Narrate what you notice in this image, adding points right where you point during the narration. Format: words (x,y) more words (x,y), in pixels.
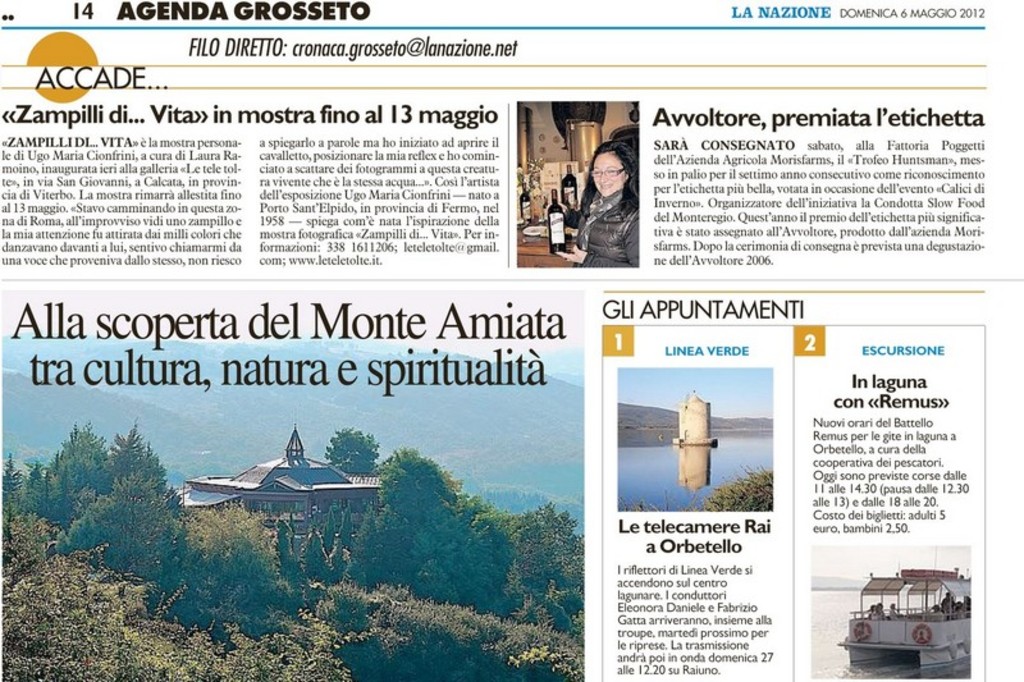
This is a picture of newspaper (342,303). In that there are so many articles (523,375). At the bottom (288,580) there are trees (227,548) and building (253,495). In the bottom right corner (933,579) there is a boat (867,601). There is a person (590,224) in the middle (566,255). There is something written in the newspaper (486,332).
